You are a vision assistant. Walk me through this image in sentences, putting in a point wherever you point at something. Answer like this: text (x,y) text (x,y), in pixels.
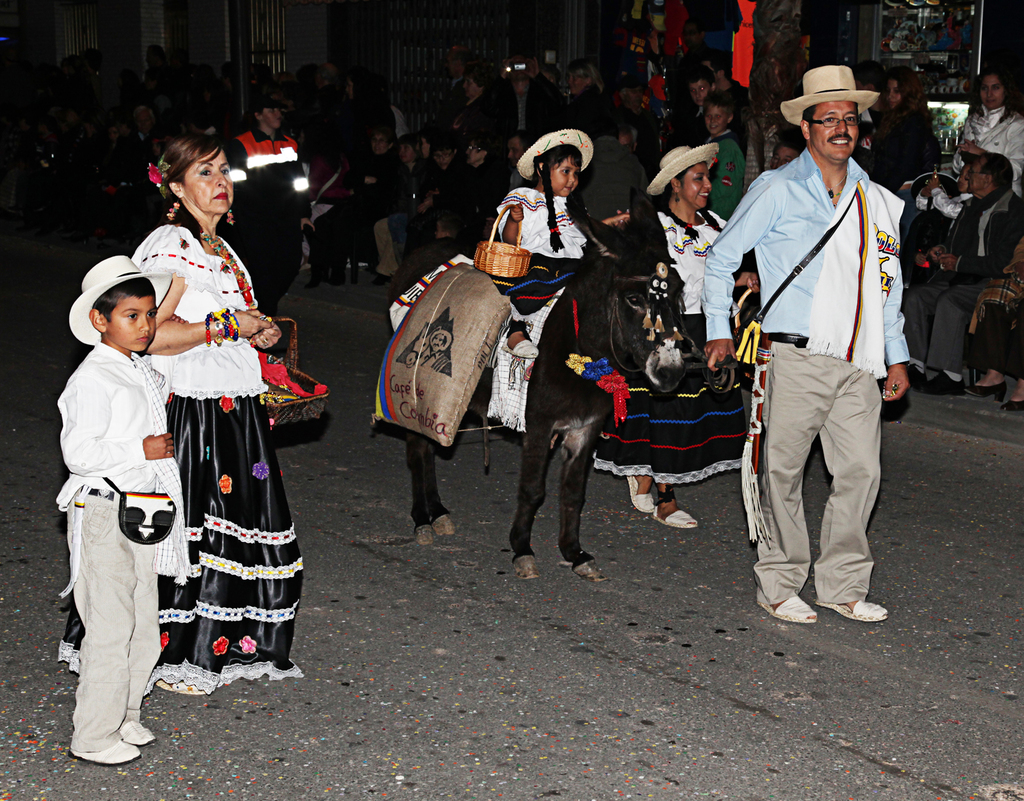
This image is taken outdoors. At the bottom of the image (502,692) there is a road (731,630). In this image the background (79,218) is a little dark. Many people (250,239) are standing and a few are sitting on the chairs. On the left side of the image (192,386) a woman (211,453) and a boy (140,463) are standing on the road (166,715). In the middle of the image (678,402) a man (769,352) and a woman (718,400) are walking on the road (52,321) and a kid (561,263) is sitting on the animal (549,399).
